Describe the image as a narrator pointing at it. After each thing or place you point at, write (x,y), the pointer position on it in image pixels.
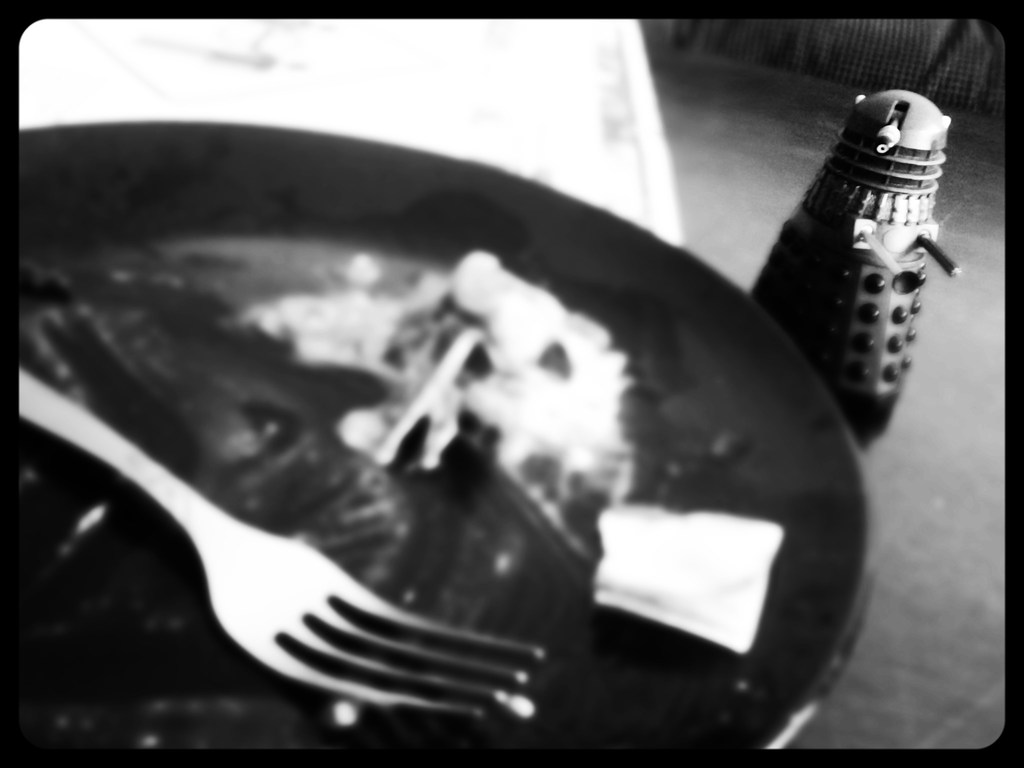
In this image I can see there is a fork (174,506) in the plate (213,315). This image is in black and white color.
